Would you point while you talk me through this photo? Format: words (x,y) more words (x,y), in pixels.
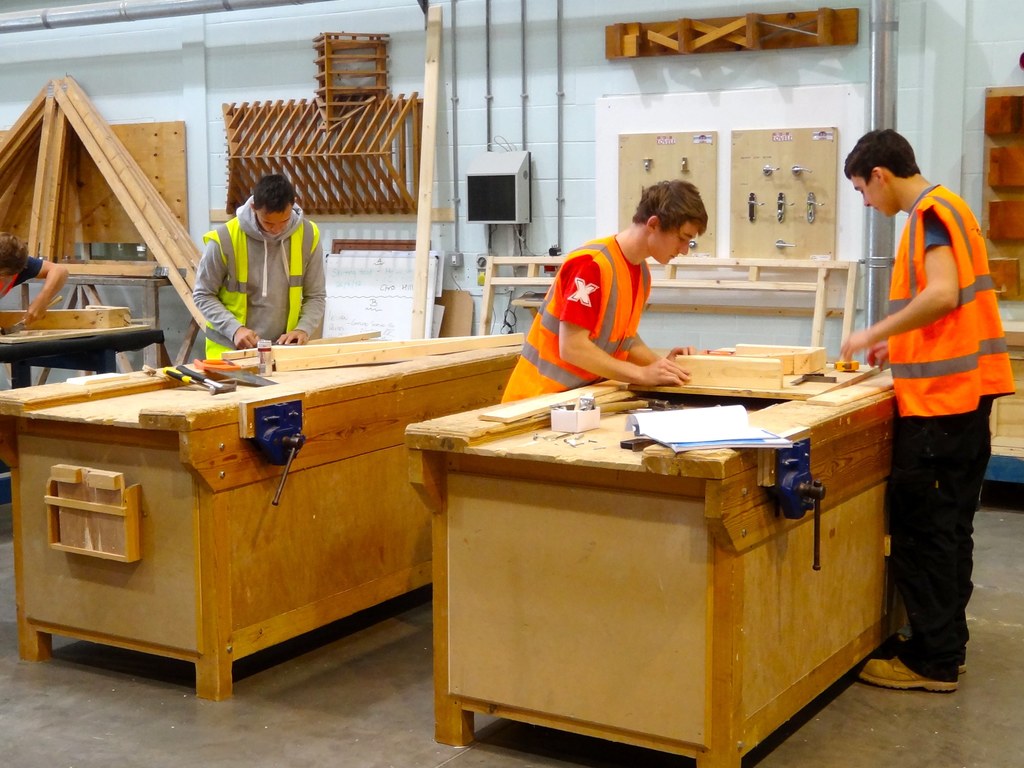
As we can see in the image there is a white color wall (952,119), few people (286,260) standing over here and there is a table (465,459).
